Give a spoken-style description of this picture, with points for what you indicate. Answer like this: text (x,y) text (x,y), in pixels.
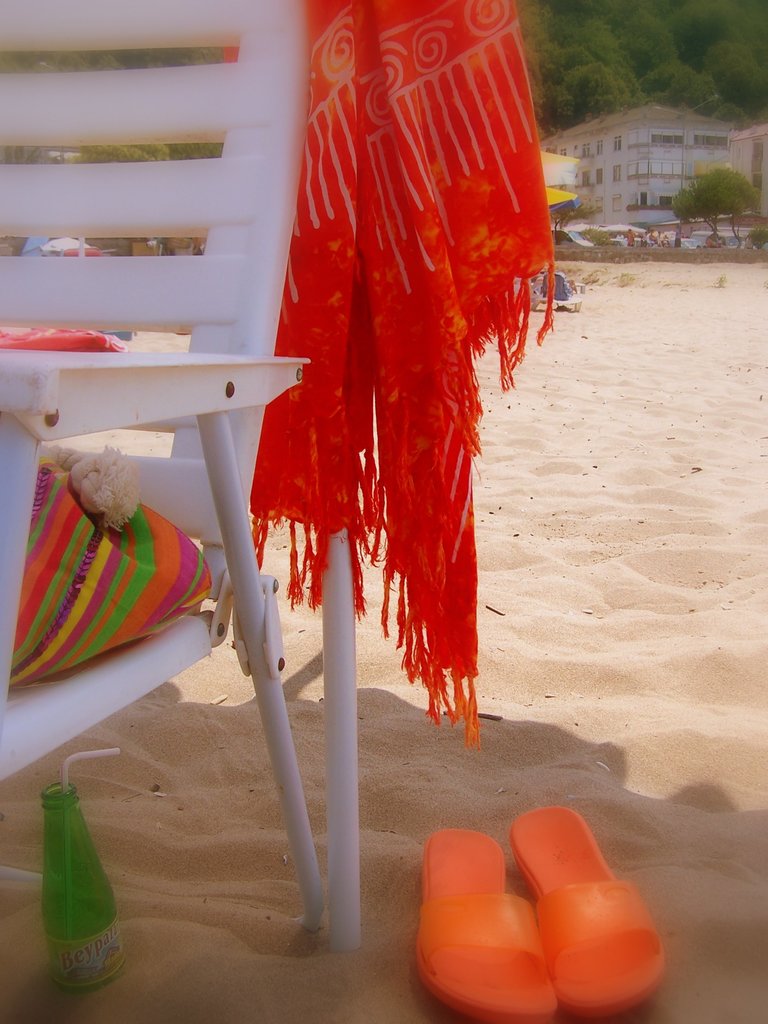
We can see chair (6,761). sand (620,872), bottle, slippers (624,895), cloth (306,219). On the background (548,128) we can see trees (610,56), building (654,148).
